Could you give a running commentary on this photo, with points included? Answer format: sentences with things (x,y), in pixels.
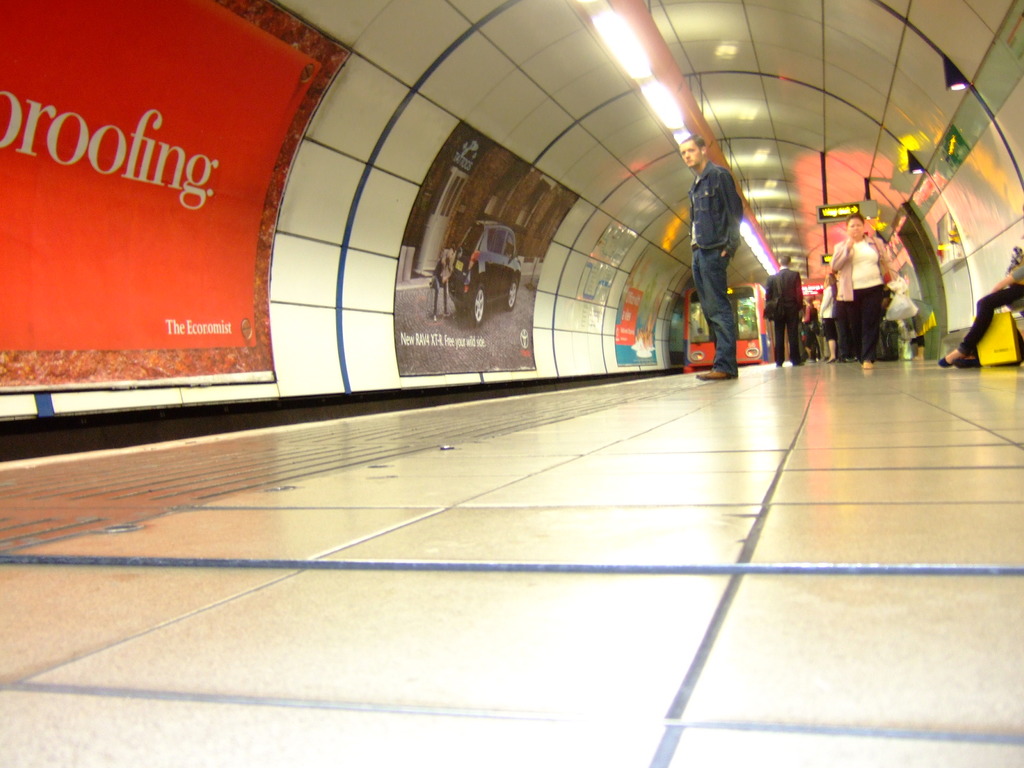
In this image we can see the people (855,234) on the floor (669,441). We can also see the train (689,291) and also the posters (493,214) attached to the wall (370,260). Image also consists of the ceiling lights (645,69).
